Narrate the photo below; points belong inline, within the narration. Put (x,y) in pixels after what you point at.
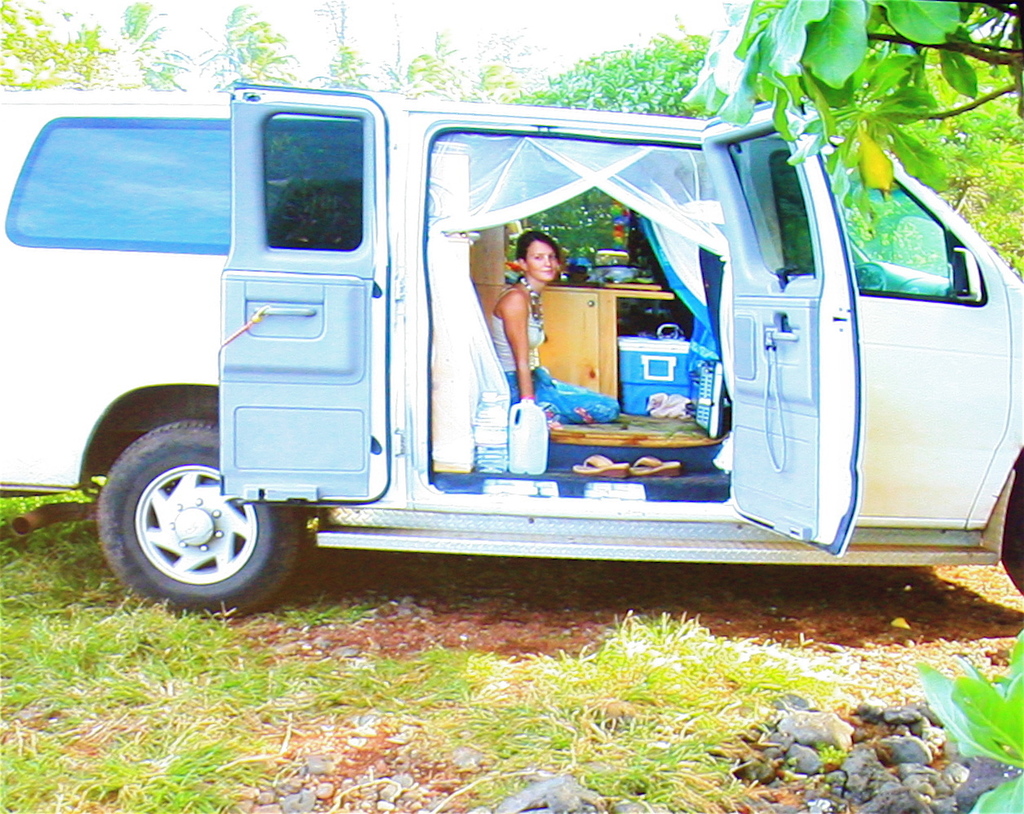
This is a picture taken in the outdoors, a woman (536,352) is sitting in a white car (817,405). In the car (613,456) there are table (592,331), sandal (608,470) and some items (637,270). Behind the car (326,421) there are trees (42,50).
